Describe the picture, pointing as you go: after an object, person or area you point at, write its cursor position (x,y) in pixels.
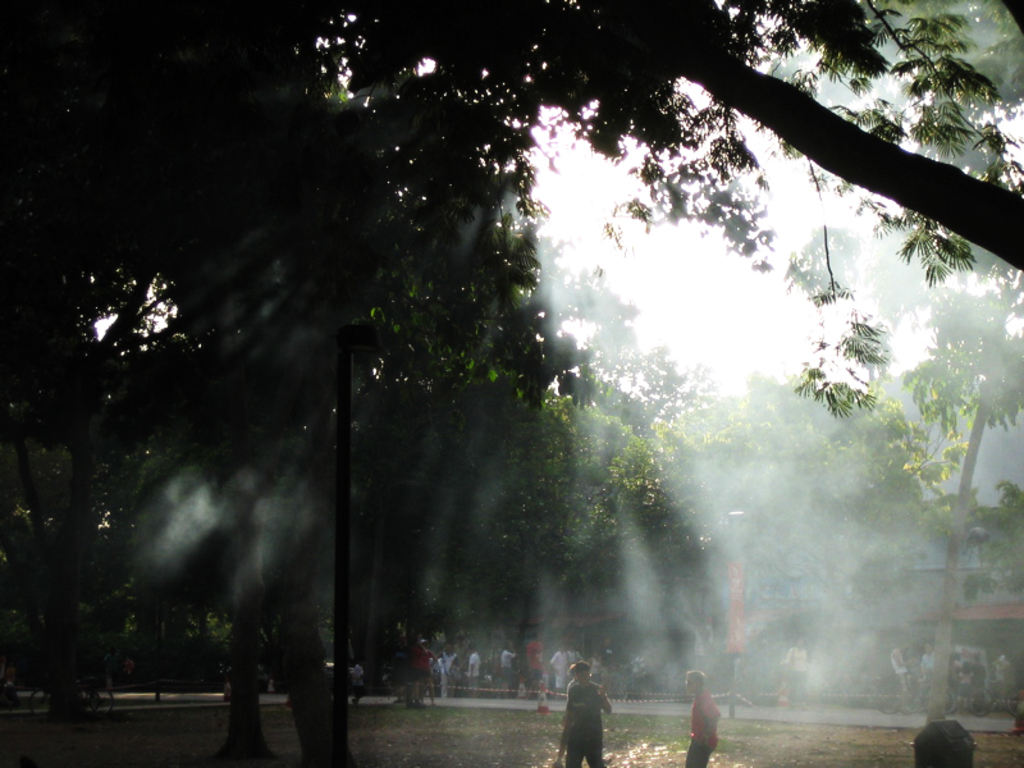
In this image there are people (572,761) standing. There is a fence (725,696). There are light poles (346,678). At the bottom of the image (487,754) there is grass (460,760) on the surface (459,742). On the right side of the image (978,700) there are people (955,656) sitting on the cycles (978,700). In the background of the image (775,584) there are trees (582,412), buildings (969,627). At the top of the image (850,224) there is sky (725,294).
